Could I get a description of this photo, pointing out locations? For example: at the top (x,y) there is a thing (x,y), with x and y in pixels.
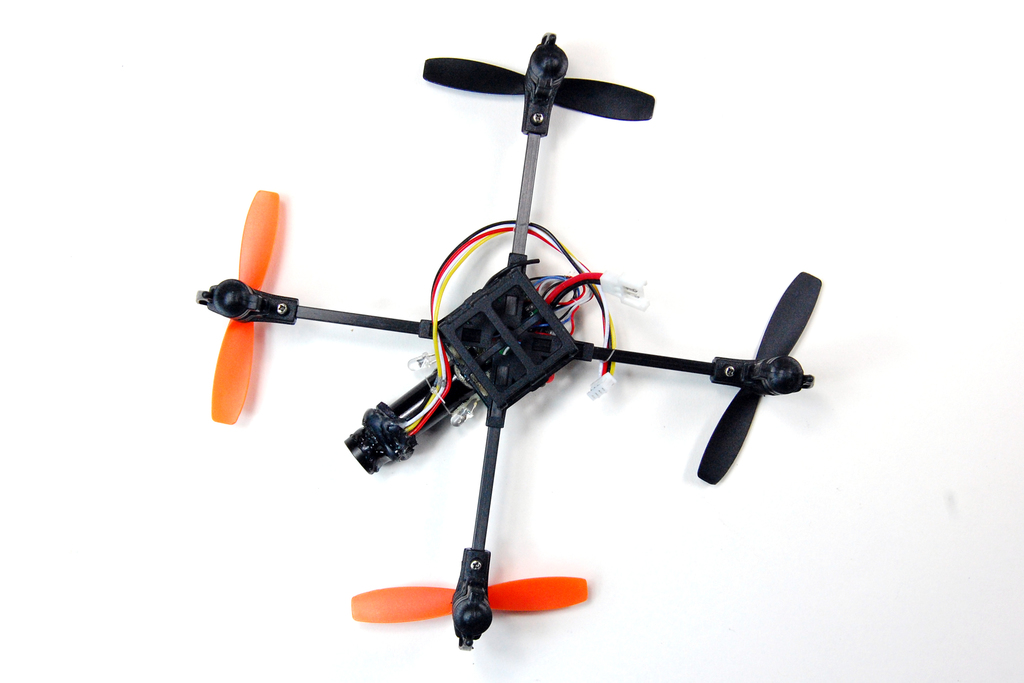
In this image I can see a toy (533,60) on the floor (595,495). This image is taken may be in a room (520,424).
